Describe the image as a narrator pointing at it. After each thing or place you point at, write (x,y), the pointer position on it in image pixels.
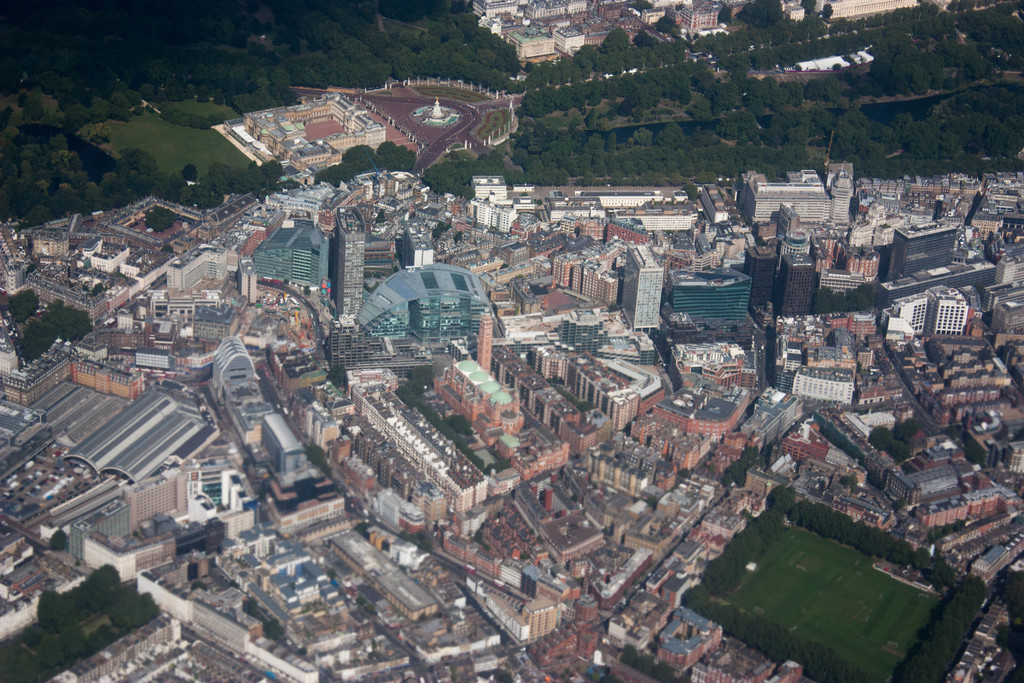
This is an aerial view. In this image we can see buildings (319,415), skyscrapers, roads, trees (812,505), grounds (812,588) and motor vehicles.
